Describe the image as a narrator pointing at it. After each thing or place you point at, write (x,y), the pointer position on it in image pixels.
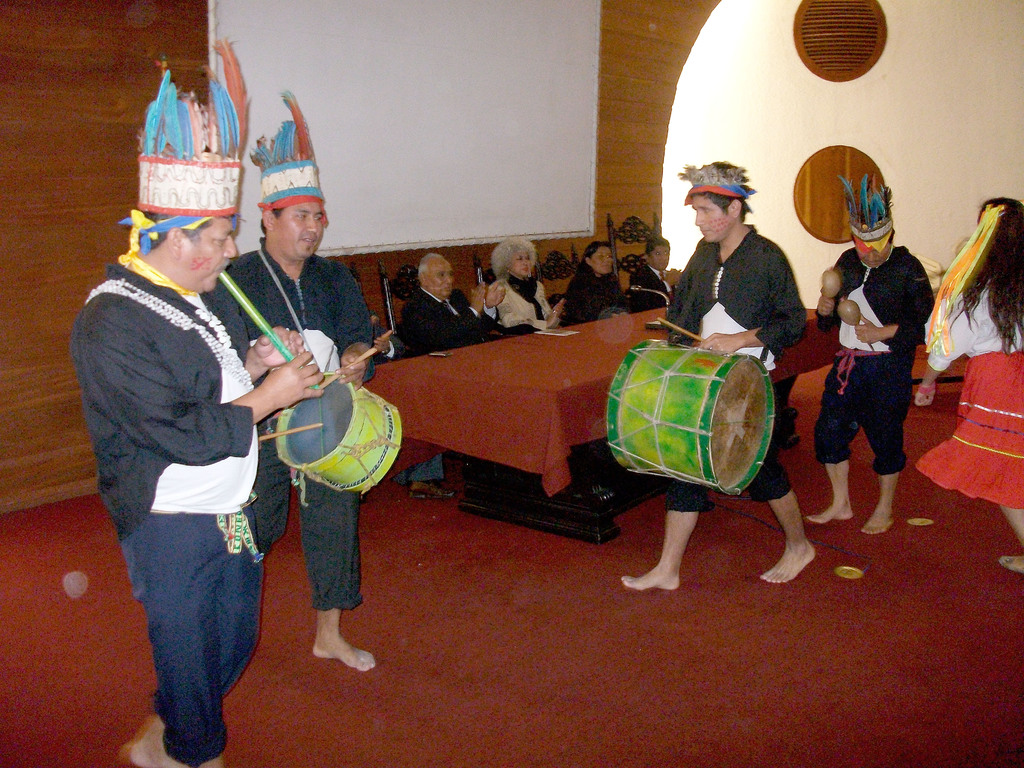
In this image there are group of people (280,376). Few people (609,303) are sitting on chair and remaining few (903,301) are playing their musical instruments (654,445). In background (457,131) there is a white color screen (457,158) at bottom (648,614) there is a red color mat (669,690).
